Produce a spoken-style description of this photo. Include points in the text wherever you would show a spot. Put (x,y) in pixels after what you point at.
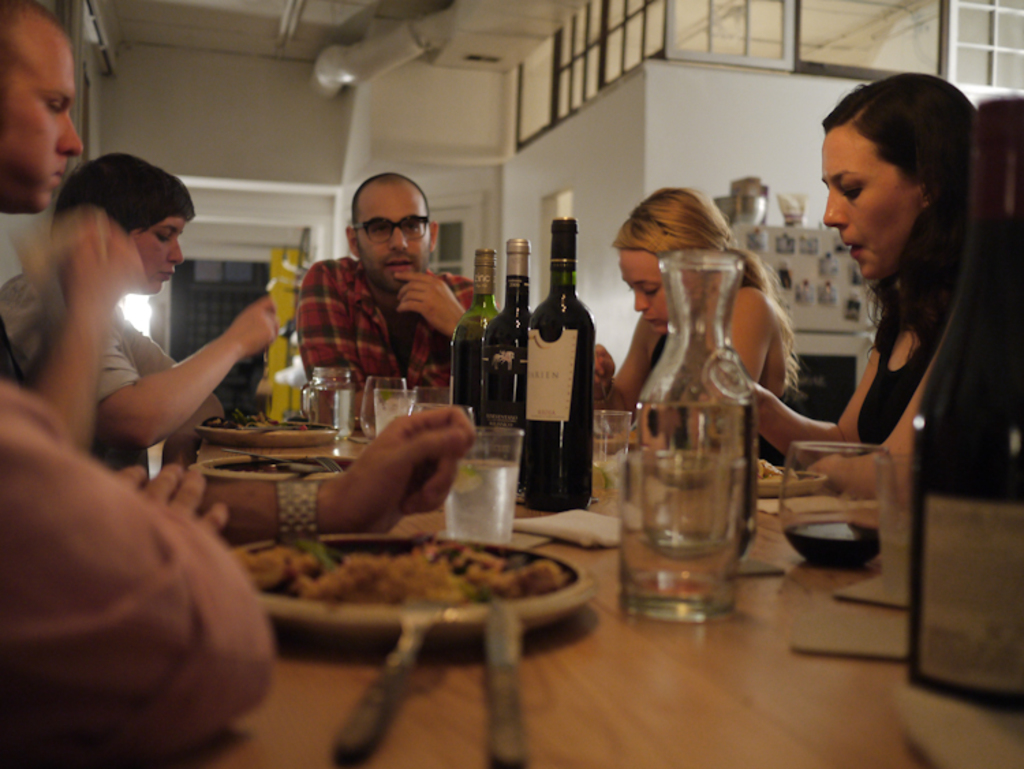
There are few people (389,283) sitting. this is the table (691,709). There are three bottles (558,452), glass jar (712,382), tumblers (499,464), and plates (471,602) placed on the table (736,754). At background (805,267) I can see white color object (792,258) with some photos (789,241) attached. This looks like the door (453,249). i think these are the windows (726,44) with glass doors (745,37). This looks like the pipe (389,61) at the rooftop (457,34).
